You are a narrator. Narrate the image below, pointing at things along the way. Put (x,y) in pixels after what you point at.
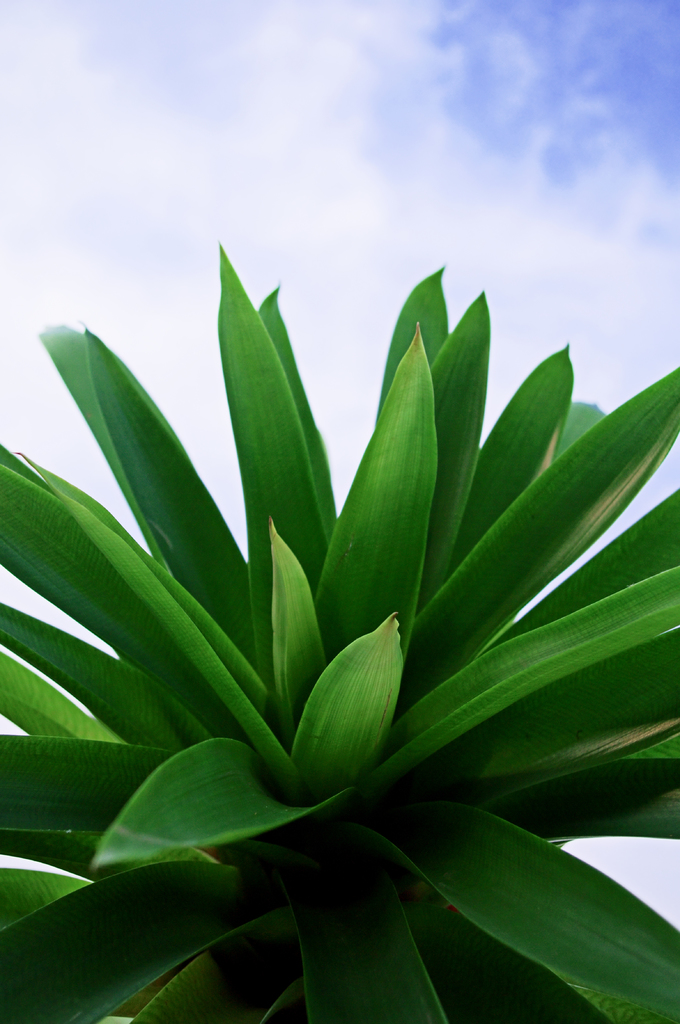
This image is taken outdoors. At the top of the image (168,139) there is the sky (125,288) with clouds (170,377). In the middle of the image (281,569) there is a plant (370,890) with green leaves (279,472).
